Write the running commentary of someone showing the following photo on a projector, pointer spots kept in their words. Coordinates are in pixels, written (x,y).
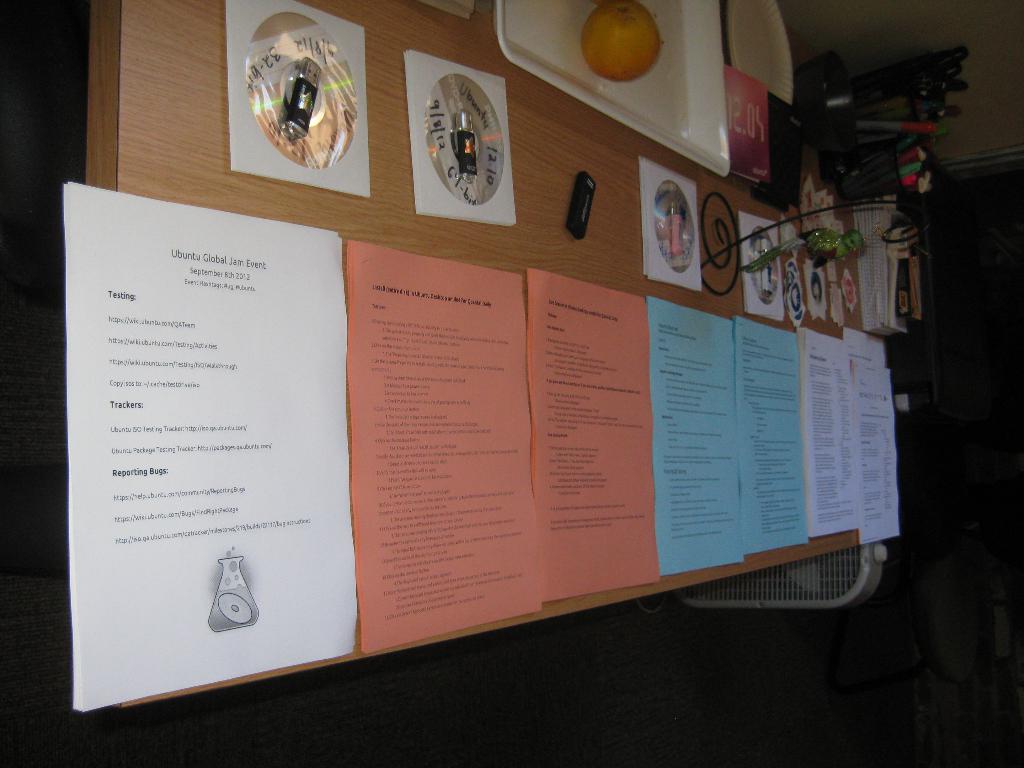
In this picture, we see a table (187,185) on which CDs (499,185), pen drives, Books (739,99), a plate (709,139) containing orange (617,68), papers (768,452) in white, orange and blue color and some other objects (821,278) are placed. In the right top (915,77), we see a table (837,236) on which the books (892,271) and pens (917,180) are placed. At the bottom (890,613), it is black in color. This picture is clicked in the dark.
